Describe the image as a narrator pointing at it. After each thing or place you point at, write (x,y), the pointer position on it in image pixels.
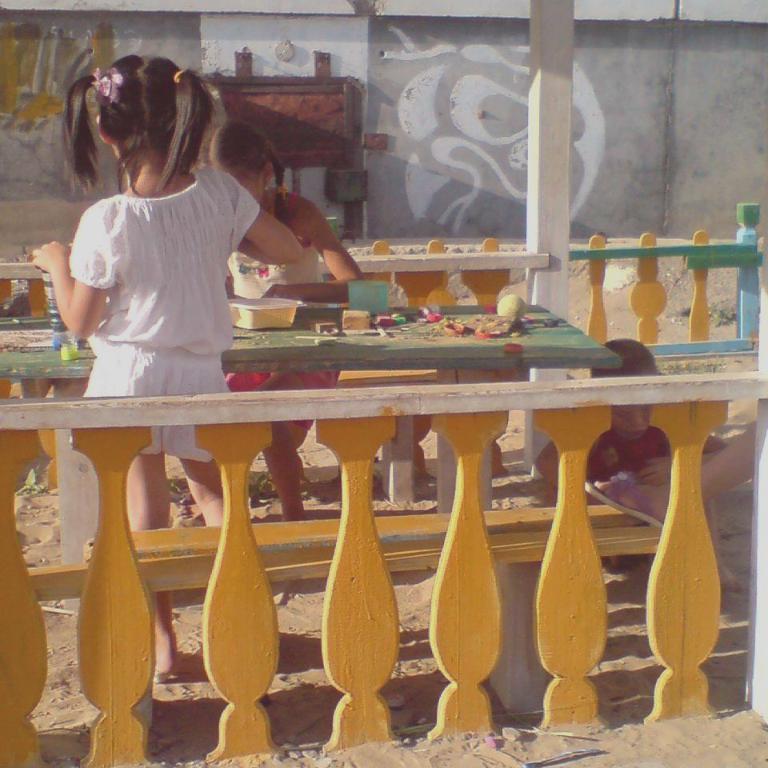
In this image I can see two girls (295,260) where one is sitting and another one is standing. Here I can see a box (290,318) on this table (242,339).
